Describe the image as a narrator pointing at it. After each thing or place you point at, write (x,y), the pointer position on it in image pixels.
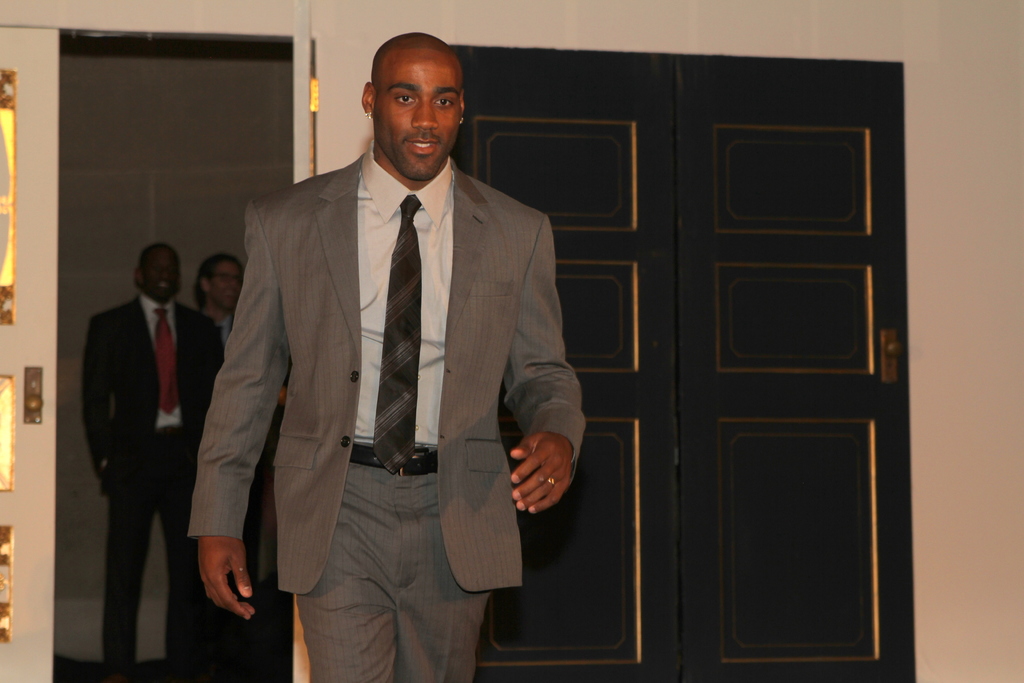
In this image there is a person (345,481) walking. He is wearing a blazer (521,291) and a tie (417,362). Behind there are people (157,402) standing. Background (30,605) there is a wall (1007,546) having doors (590,361).
